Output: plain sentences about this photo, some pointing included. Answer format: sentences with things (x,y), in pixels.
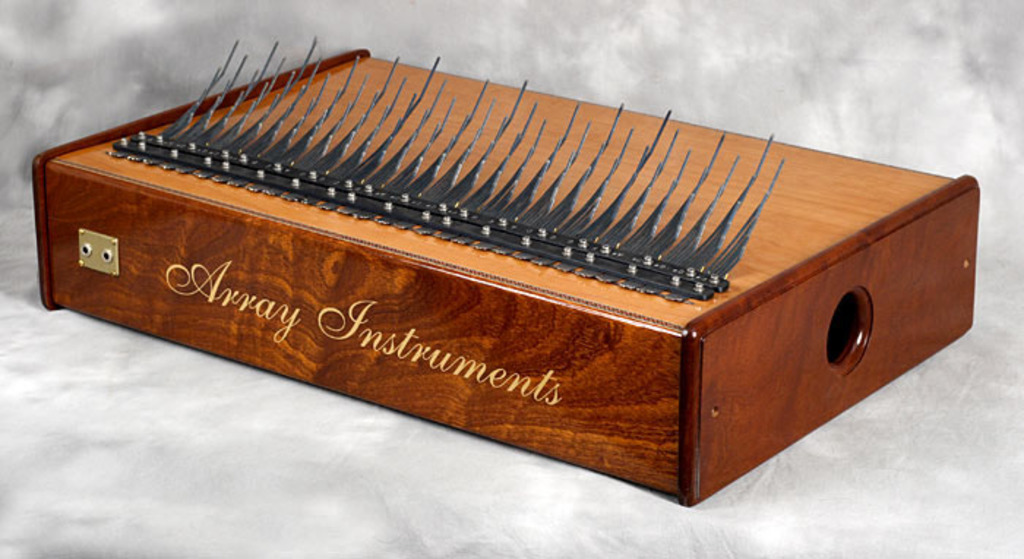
In this picture we can see a wooden box (370,232) and on the box (289,288) it is written something and an item (537,179). The box (385,328) is on a white object (994,316).
